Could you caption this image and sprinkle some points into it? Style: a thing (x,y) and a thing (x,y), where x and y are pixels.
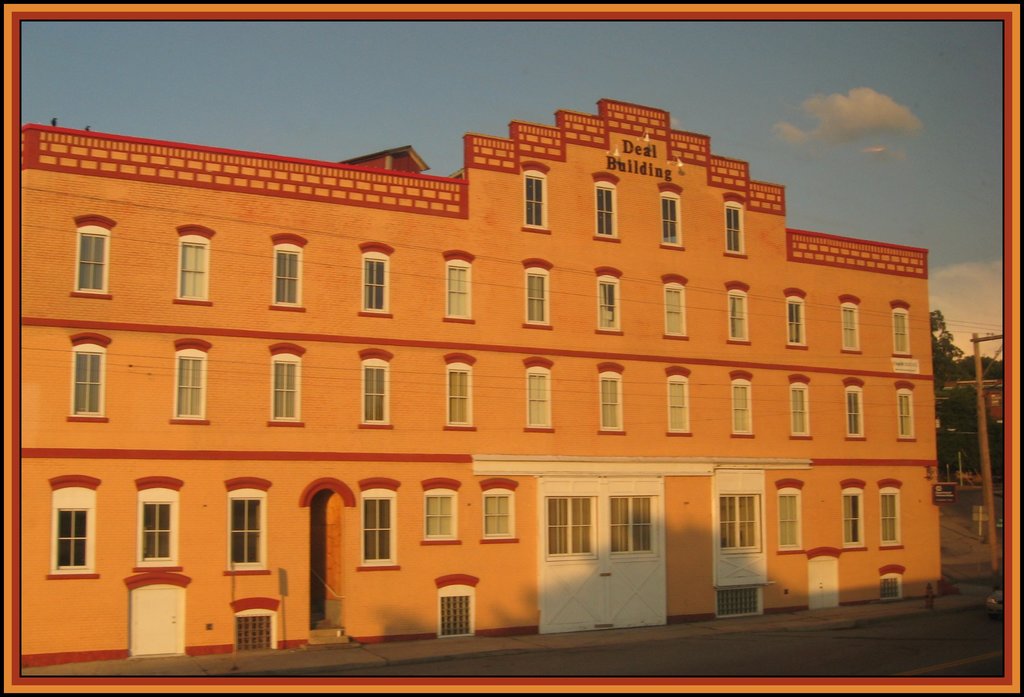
In this picture, we see a building (442,356) in red and orange color. At the bottom (749,657), we see the road (855,657). On the right side (972,339), we see the electric pole (994,521), wires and trees (954,447). At the top (558,50), we see the sky (486,75) and the clouds (828,107). This picture might be a photo frame.
